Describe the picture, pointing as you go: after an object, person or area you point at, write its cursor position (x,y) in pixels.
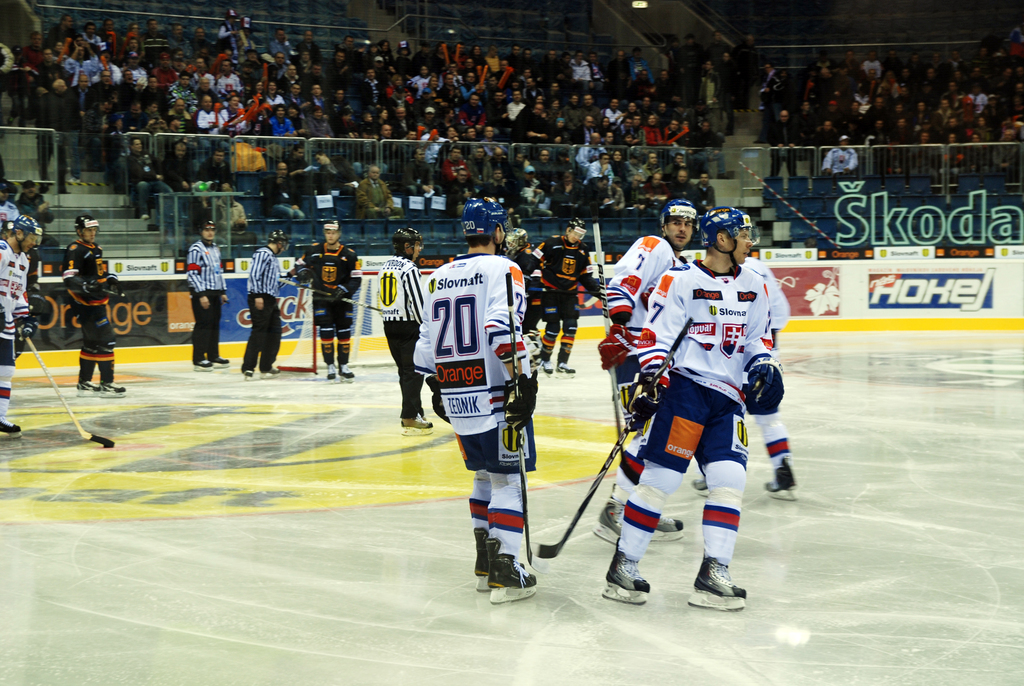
In this image there is floor (316,614) at the bottom (400,613). There are people (654,242) standing and holding objects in the foreground (404,376). There are posters (976,270), metal railing (950,176), text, chairs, people (332,160) in the background (430,146).
